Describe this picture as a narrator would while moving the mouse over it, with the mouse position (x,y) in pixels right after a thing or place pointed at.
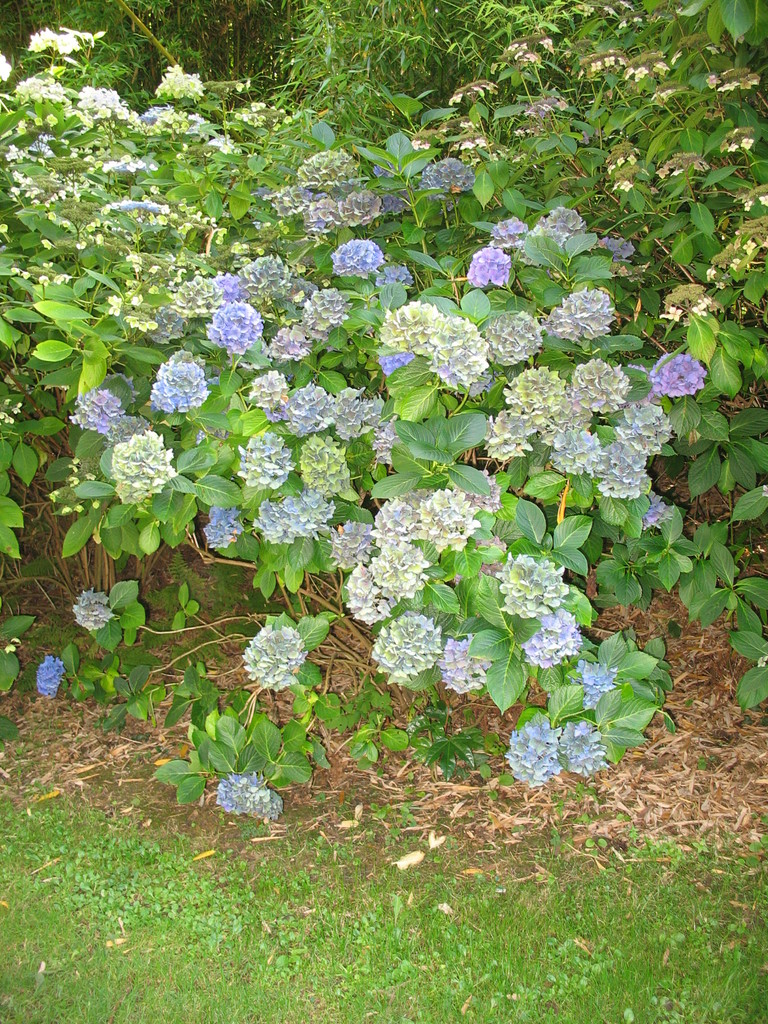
In this image, we can see flowers (350,583) with leaves (398,465) and stem (339,590). Background there are few plants (2,295). At the bottom (745,976), there is a grass (456,957).
